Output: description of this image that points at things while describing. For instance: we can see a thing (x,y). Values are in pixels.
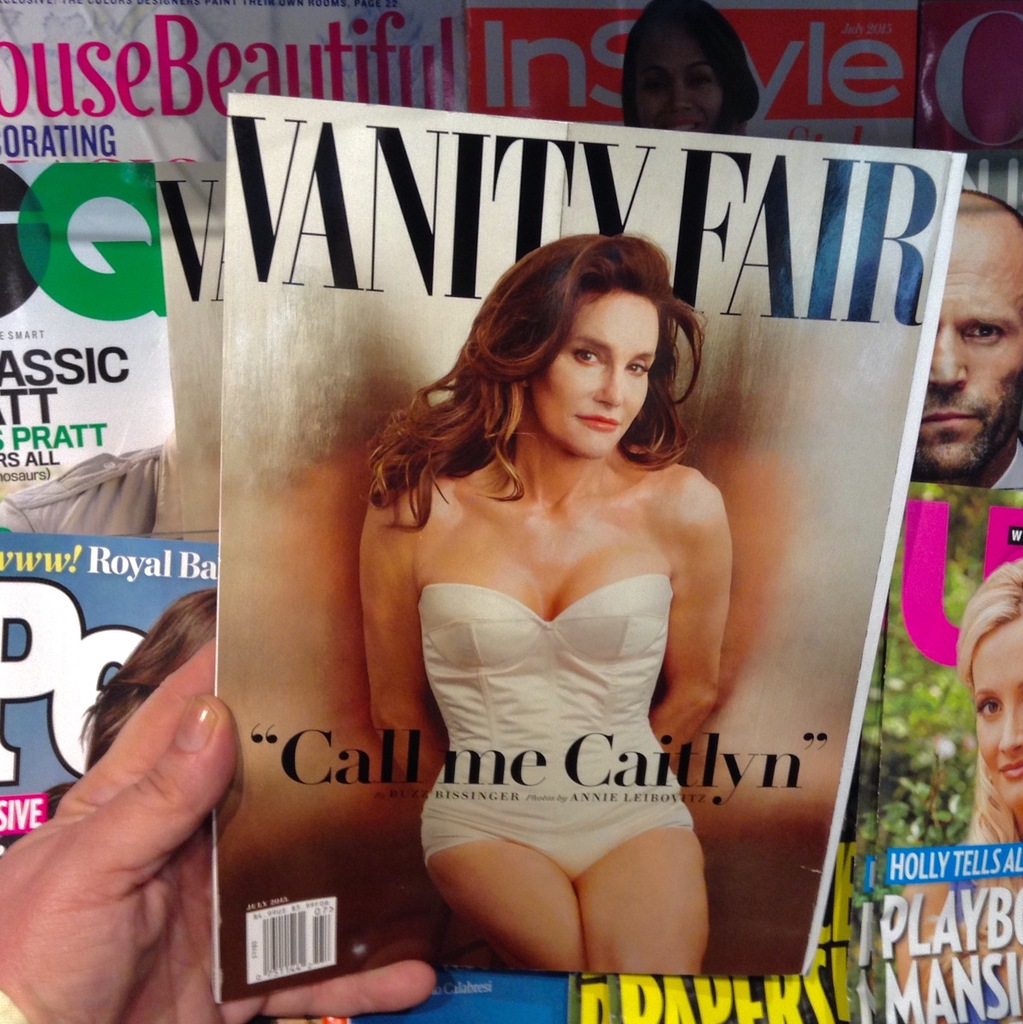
In this picture we can see some magazines (365,737), one person hand (216,805) and holding magazine (252,814).
